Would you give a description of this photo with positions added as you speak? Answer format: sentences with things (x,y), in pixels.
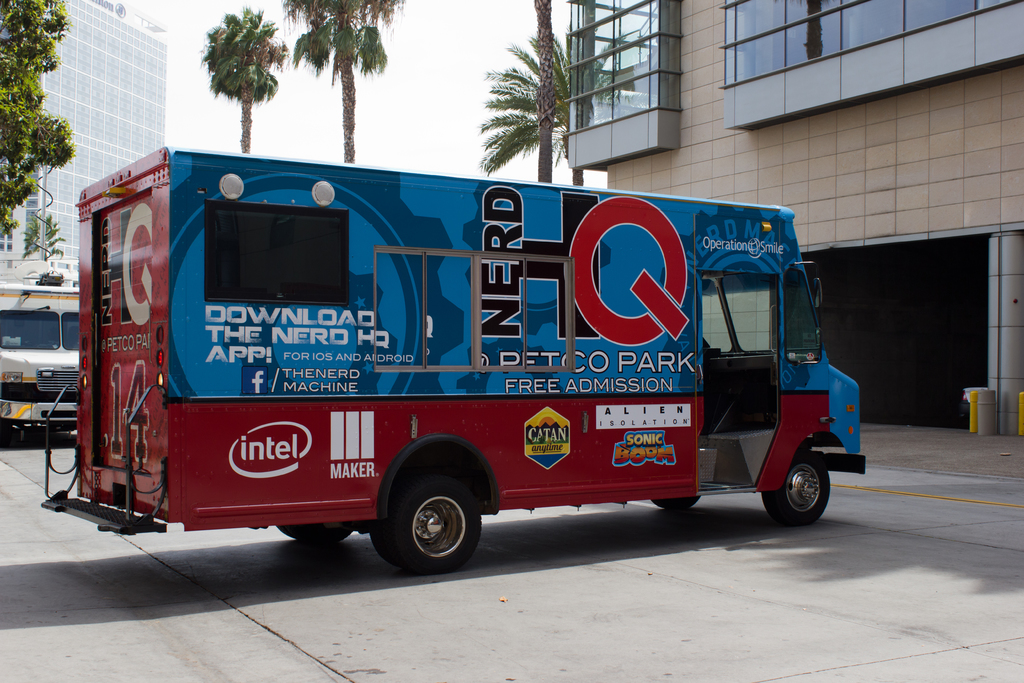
In this image, we can see a vehicle (582,494) is parked on the road (777,575). Background (907,172) we can see buildings (755,158), walls (810,152), glass objects (957,0), trees (25,133), vehicle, pillars (1012,270) and sky (445,102).
